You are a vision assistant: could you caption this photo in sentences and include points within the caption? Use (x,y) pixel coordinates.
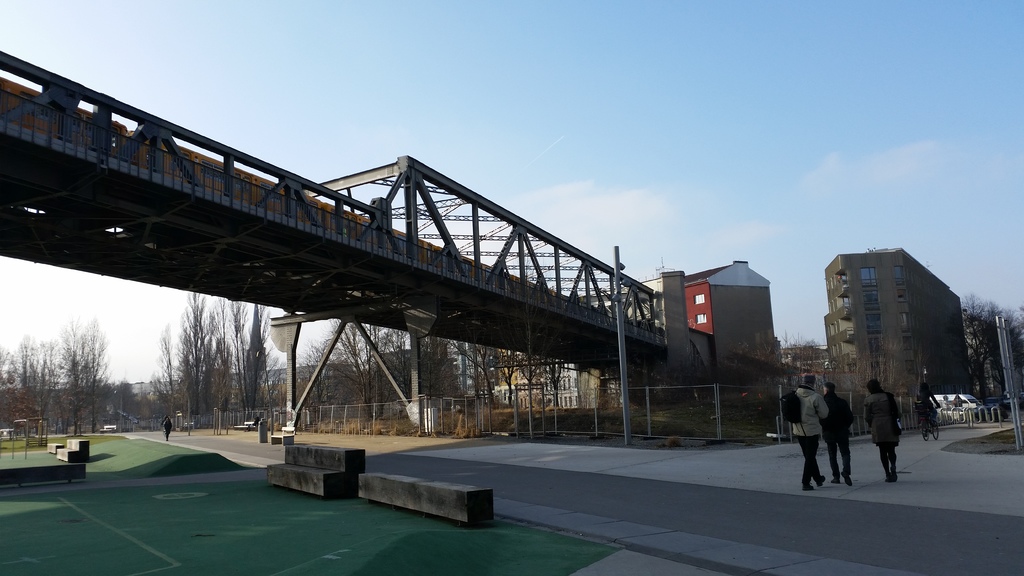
At the bottom of the picture (696,563), we see the road (676,520) and the cement blocks (302,449). On the right side (878,383), we see three people (814,426) are walking on the road (918,473). In front of them, we see a man (920,409) riding a bicycle (924,427). On the right side (1003,327), we see a pole (1004,357) and the trees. In the middle (627,284), we see a bridge (624,309) and a pole (616,265). Behind the pole (616,280), we see the fence (534,417). On the left side (63,425), we see the trees (361,372) and the cement blocks (55,479). Beside that, we see a man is walking on the road (152,434). There are trees (203,406), buildings (743,353) and the poles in the background (743,353). At the top (643,78), we see the clouds (624,203) and the sky (616,182).
